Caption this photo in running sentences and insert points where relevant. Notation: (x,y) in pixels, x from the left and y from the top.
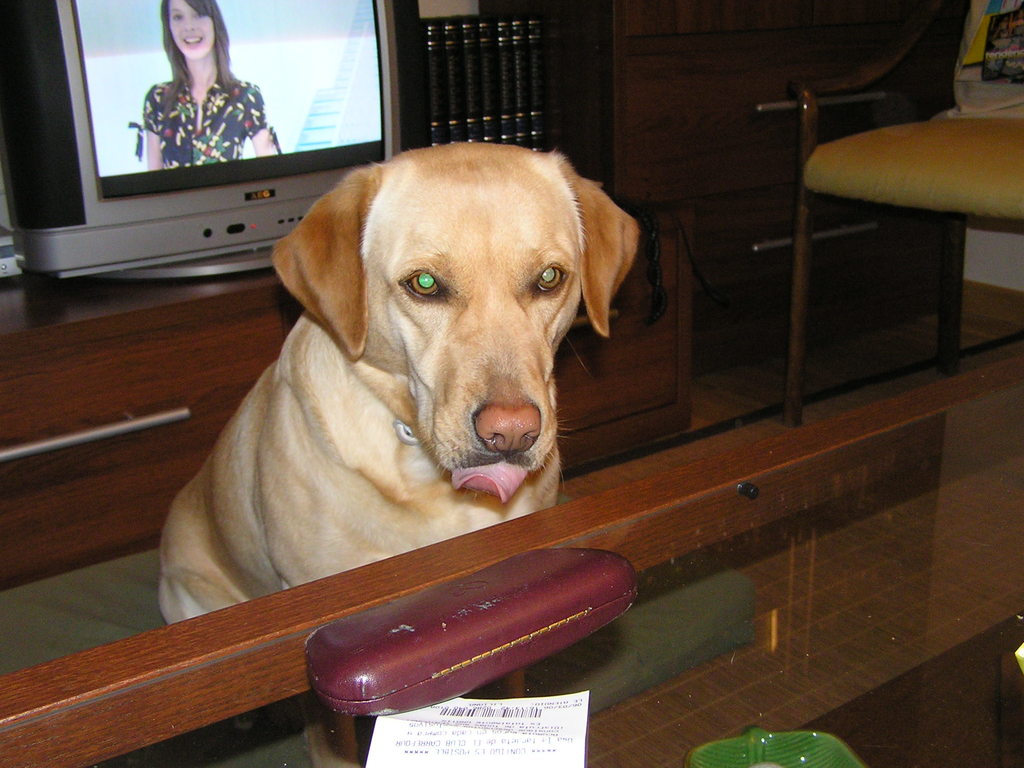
In this picture there is a dog (243,571) sitting besides a table (512,687). On the table (570,516) there is a specs box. Towards the right top (938,76) there is a chair (917,48) and a desk (792,6). Towards the top left (51,182) there is a television (194,2). In the television (251,143) there is a woman (230,99) wearing a black dress (256,111).
